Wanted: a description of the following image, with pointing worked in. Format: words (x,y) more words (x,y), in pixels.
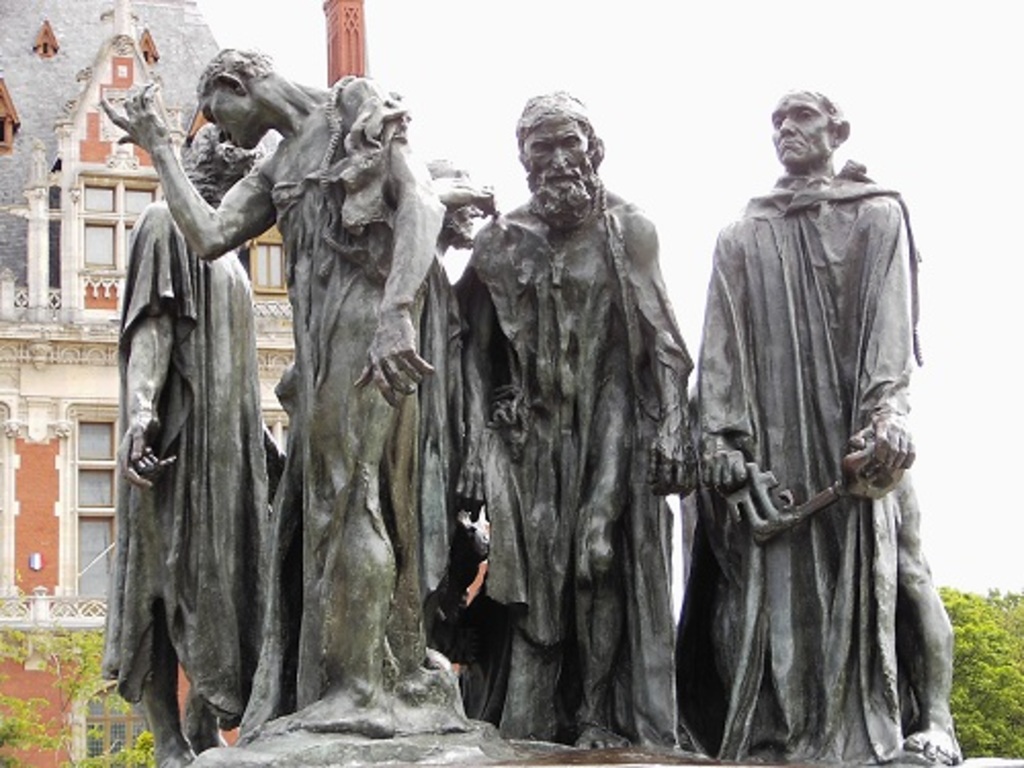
In this image we can see the statue (164,513) of few people (543,518). There is a building (82,454) and it is having few windows (94,538). There are few trees (993,705) in the image. We can see the sky (890,92) in the image.
